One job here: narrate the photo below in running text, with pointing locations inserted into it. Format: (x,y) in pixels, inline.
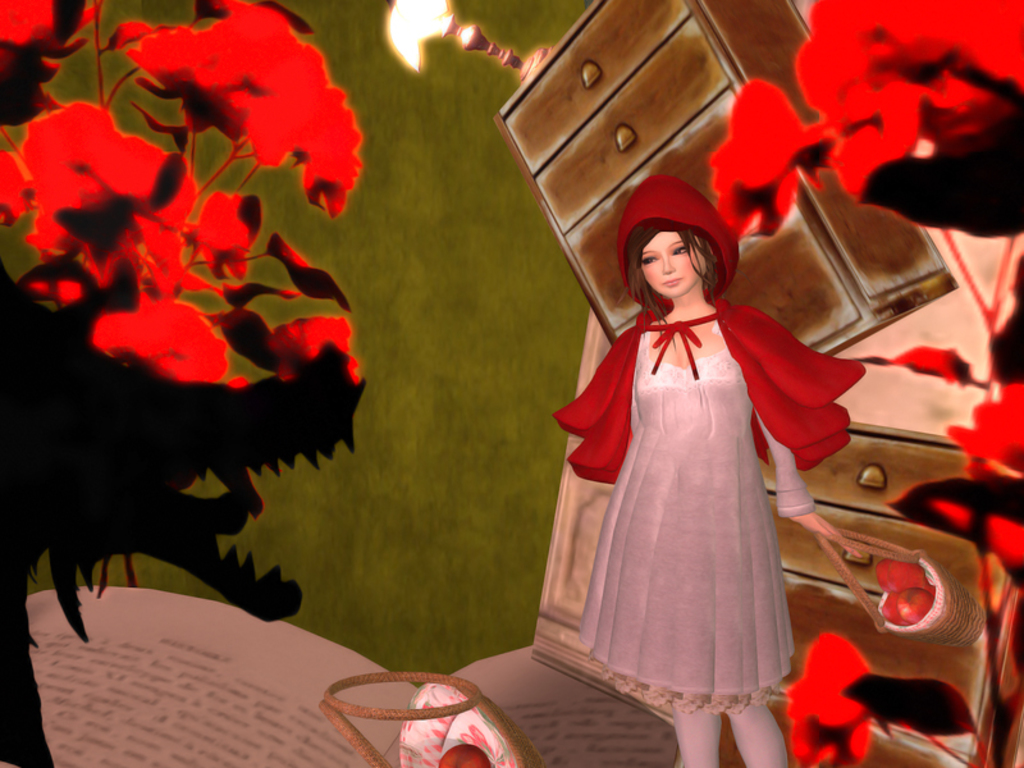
As we can see in the image there is painting (148,166) of red color flowers (134,179), plant (161,170), wall (453,236), light (407,42), cupboards (758,23), woman (726,570) and books (223,696).
